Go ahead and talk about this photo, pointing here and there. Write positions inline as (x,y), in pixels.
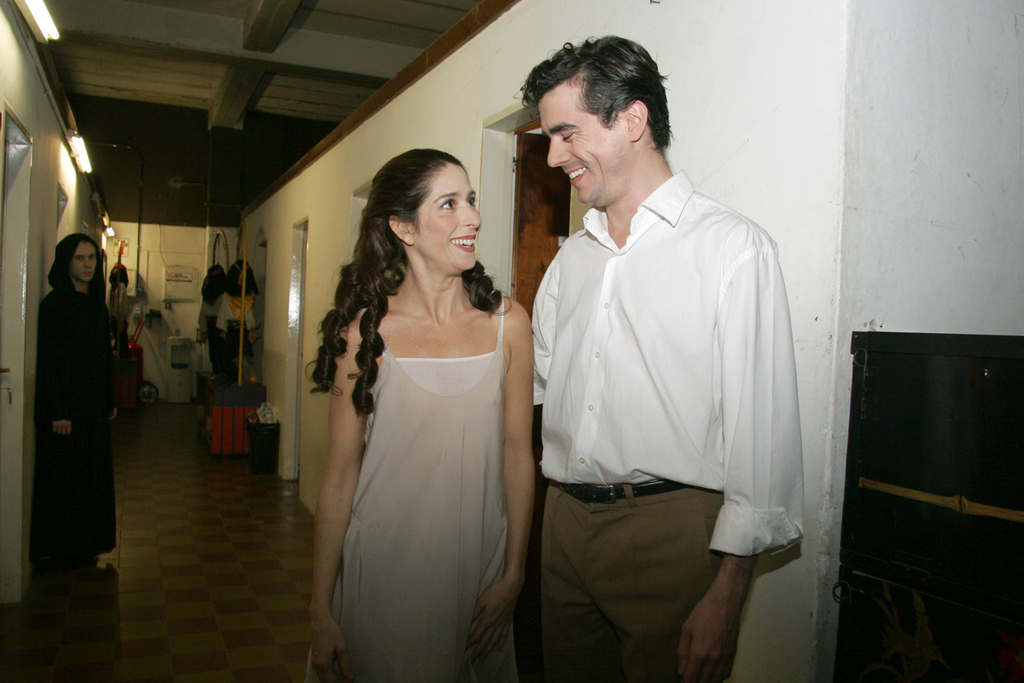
In this picture we can see few people (410,268), in the middle of the image (555,322) we can see a man (625,233) and woman (499,467), they both are smiling, in the background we can see few clothes (233,269) and lights (84,161).
